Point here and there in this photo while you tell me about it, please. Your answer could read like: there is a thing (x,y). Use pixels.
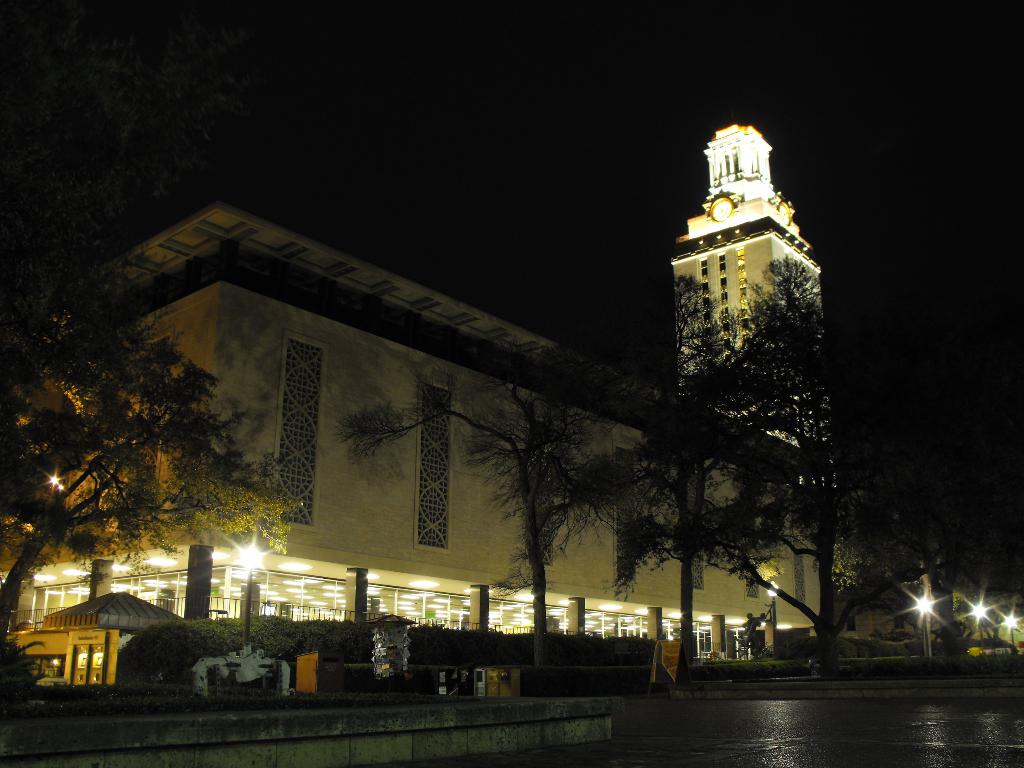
In this picture there is a tower building (715,359) in the center of the image (534,353) and there are trees (542,638) on the right (746,493) and left side of the image (286,546), there are boxes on the road (786,736) at the bottom side of the image (413,650), it seems to be the picture is captured during night time.
